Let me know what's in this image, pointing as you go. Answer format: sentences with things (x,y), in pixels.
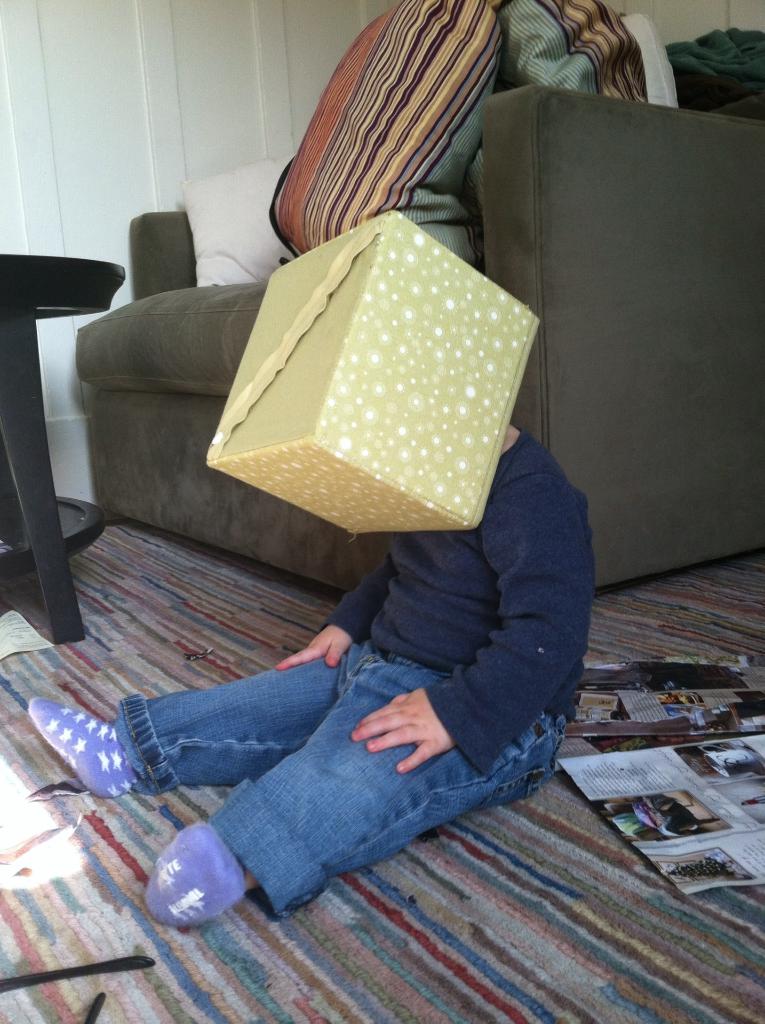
In this image I can see a kid (400,675) with box (342,447) on his head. There is a table (41,537), there is a chair (119,418) with pillow (272,231) and some clothes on it. There are papers (16,816) and some other objects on the carpet (62,921).
